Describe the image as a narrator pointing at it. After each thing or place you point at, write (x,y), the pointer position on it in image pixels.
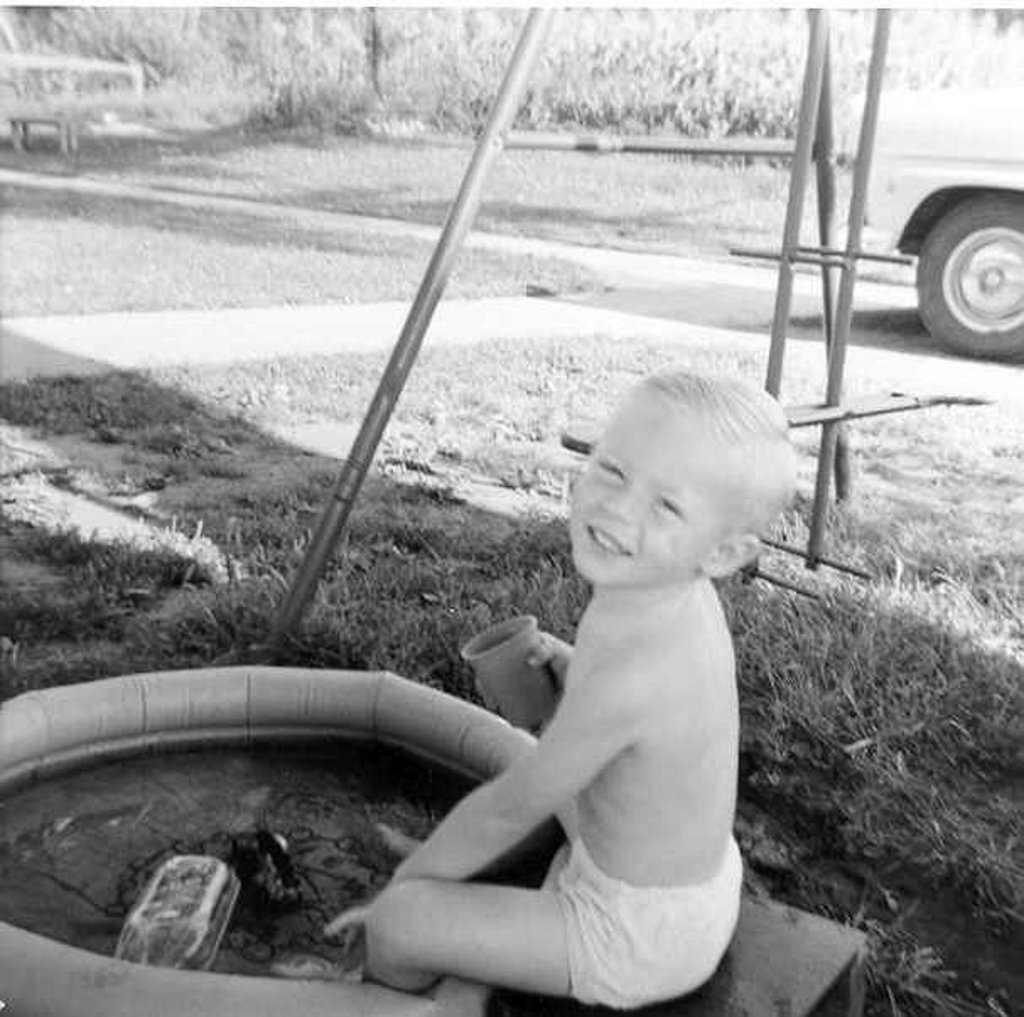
This is a black and white picture, there is a boy (673,710) sitting in the garden (564,486) with a tube (336,716) in front of him and behind him there is iron rod (827,188) and truck (943,231), in the back (790,92) there are plants (304,104).
